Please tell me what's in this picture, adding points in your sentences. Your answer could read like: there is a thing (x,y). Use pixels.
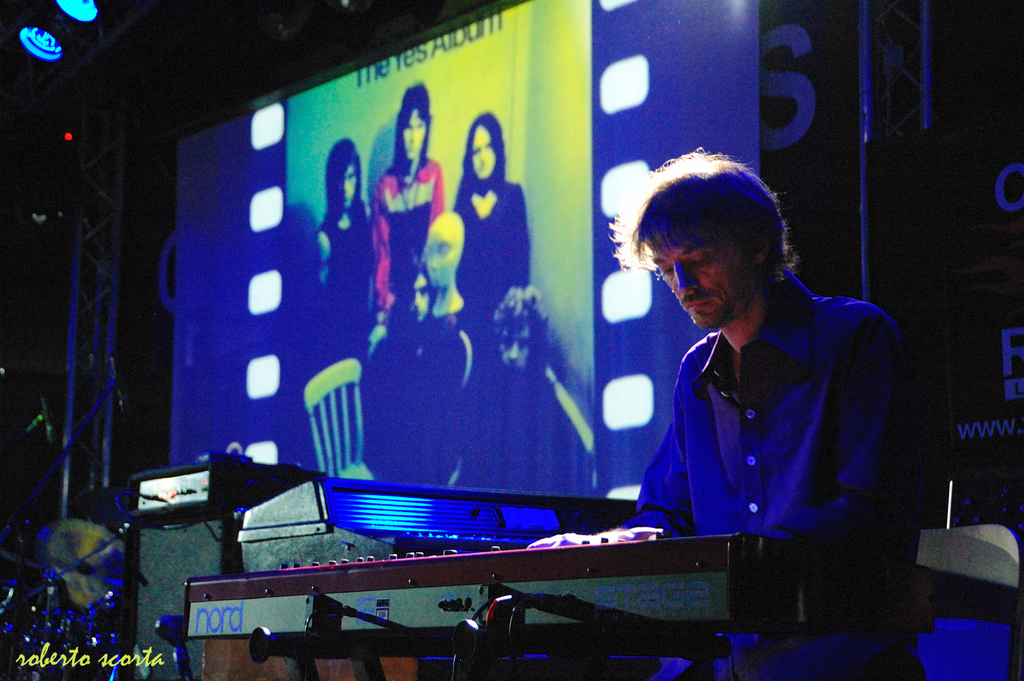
In this image I can see a person (859,534) is playing a musical instrument (410,541). In the background (211,376) I can see a screen (301,354), metal rod (78,337) and a roof top (290,36). This image is taken on the stage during night.
